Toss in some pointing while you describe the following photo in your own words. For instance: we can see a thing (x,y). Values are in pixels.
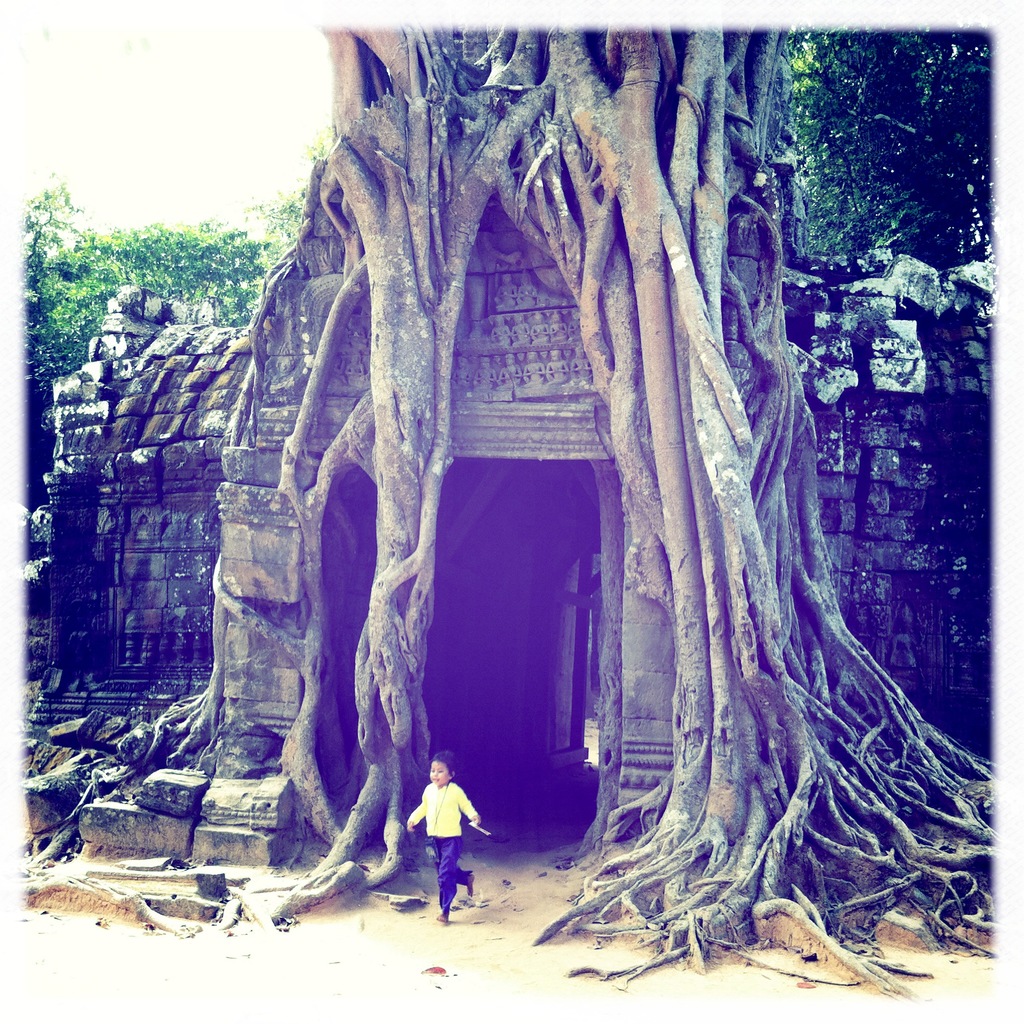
In this picture we can see a child (430,791) running on the ground (470,933), trees (659,916), buildings (148,501) and in the background (186,87) we can see the sky (263,153).
